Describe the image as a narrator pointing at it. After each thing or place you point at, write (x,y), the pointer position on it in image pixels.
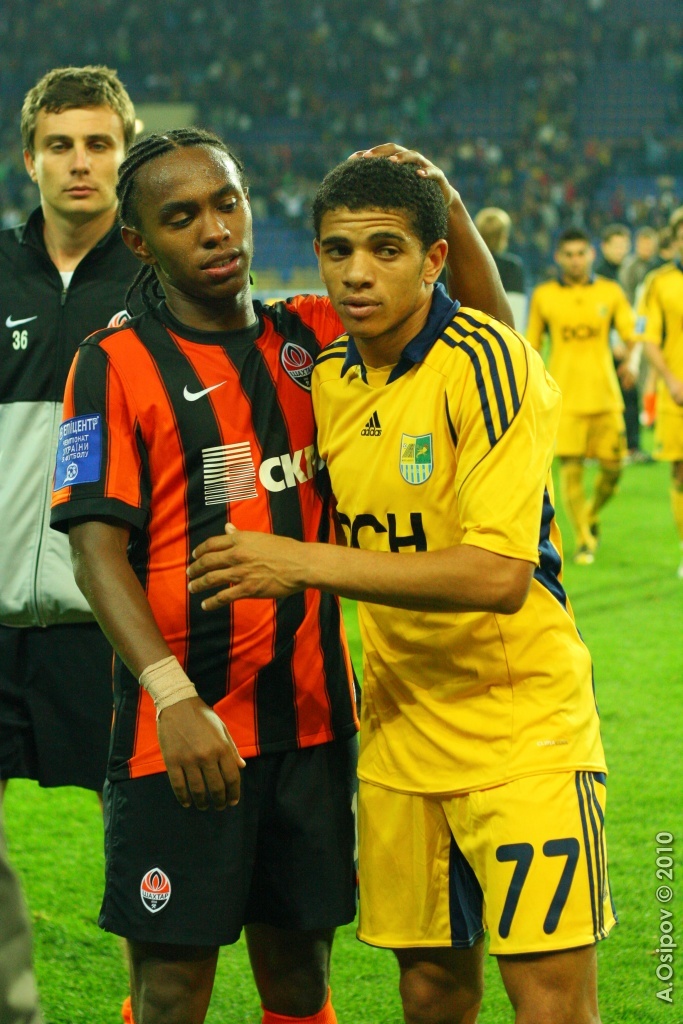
In the image we can see three men (122,308) standing and wearing clothes (228,683). Behind them there are other people (607,372) walking, they are wearing clothes (620,441), socks (600,510) and shoes (589,562). Here we can see grass (624,698) and on the bottom right (661,999) we can see the watermark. The background (552,204) is slightly blurred.
